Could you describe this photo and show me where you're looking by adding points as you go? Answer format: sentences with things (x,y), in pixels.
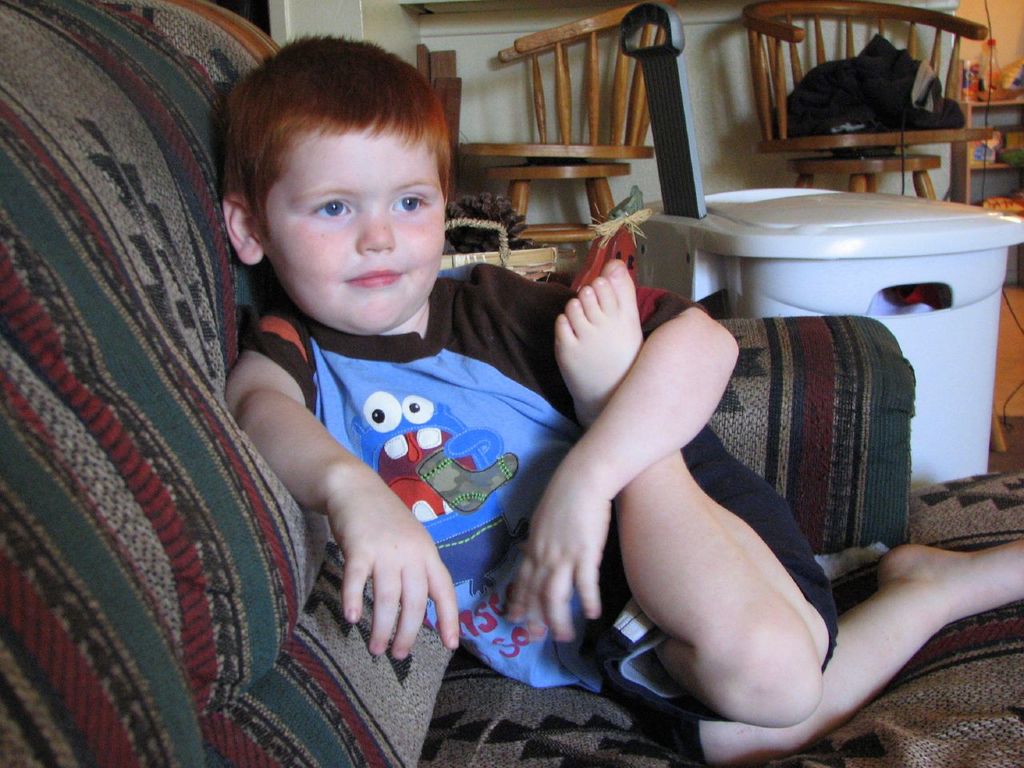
In the picture I can see a kid (355,386) sitting in the sofa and there is a white color object (782,224), two chairs (562,112) and some other objects (856,108) in the background (766,148).
